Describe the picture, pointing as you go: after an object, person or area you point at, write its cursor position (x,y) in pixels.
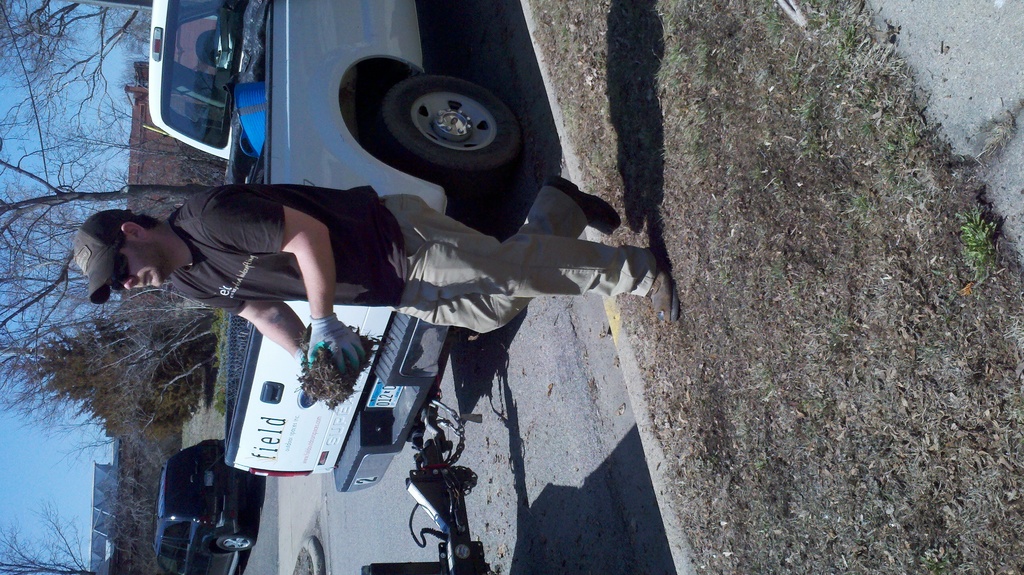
In this image, we can see some cars (301,161) and there is a person (237,199) standing, we can see some trees (65,269) and there is a sky (28,499).
